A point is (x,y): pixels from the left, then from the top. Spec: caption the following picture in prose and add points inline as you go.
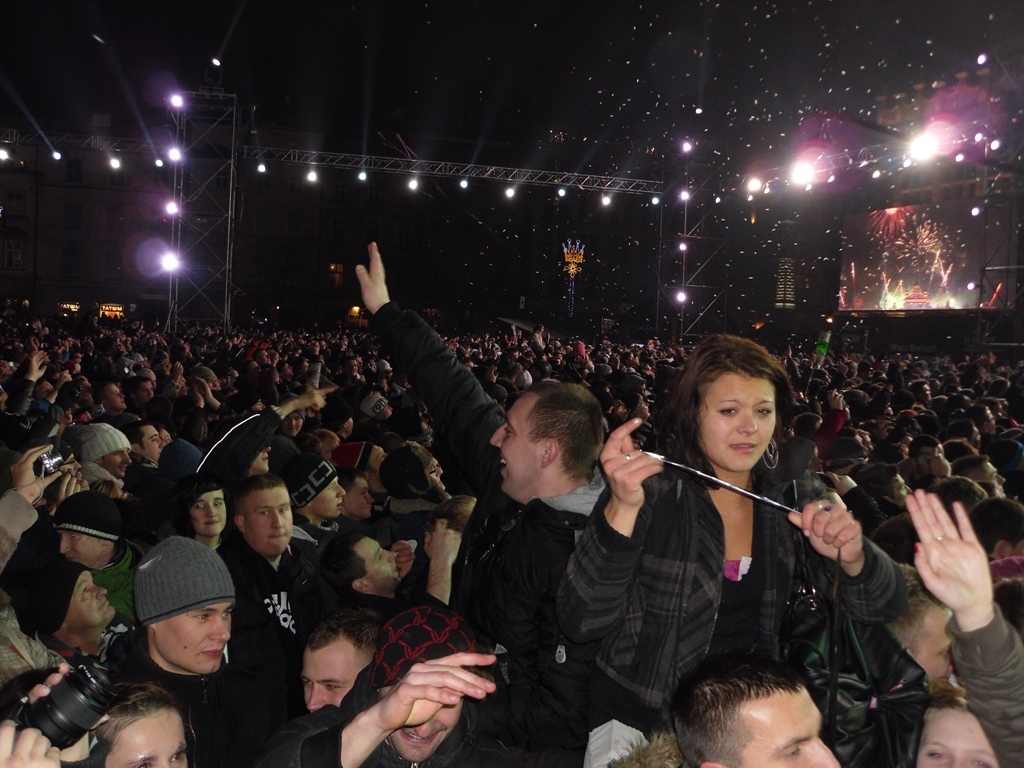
In this image we can see persons (784,491) standing on the ground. In the background (377,189) we can see iron grills (182,213), electric lights (120,167), buildings (140,158) and dais (880,207).
